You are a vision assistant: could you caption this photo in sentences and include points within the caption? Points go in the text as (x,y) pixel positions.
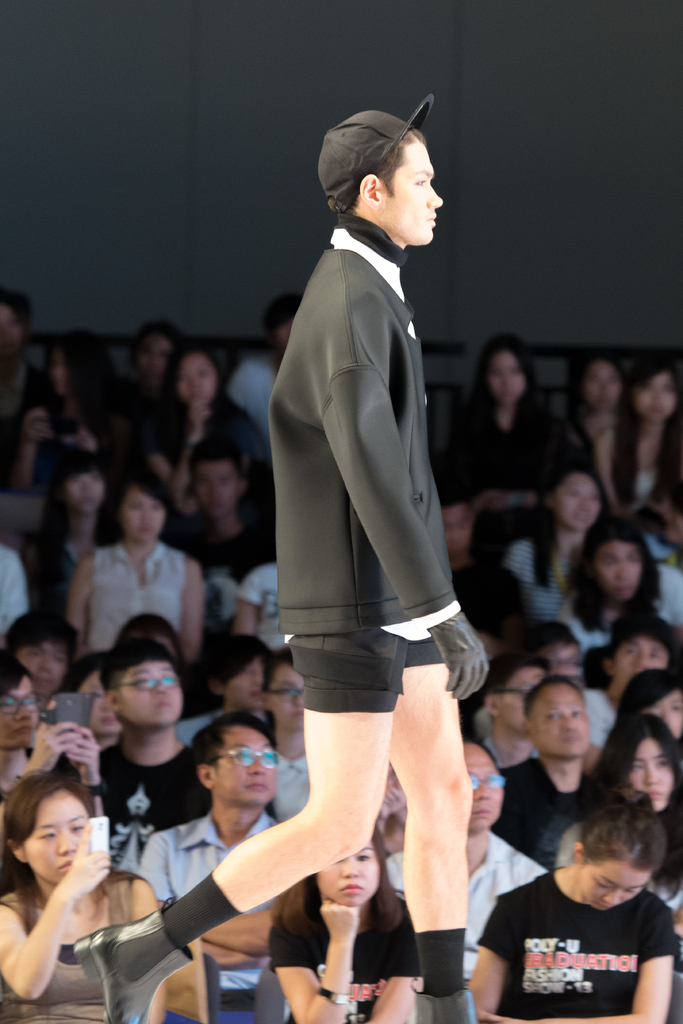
Here I can see a man (349,529) wearing a black color jacket (305,520) and walking on the stage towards the right side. In the background (293,729) there are many people (108,618) sitting and looking at this man (286,354).
